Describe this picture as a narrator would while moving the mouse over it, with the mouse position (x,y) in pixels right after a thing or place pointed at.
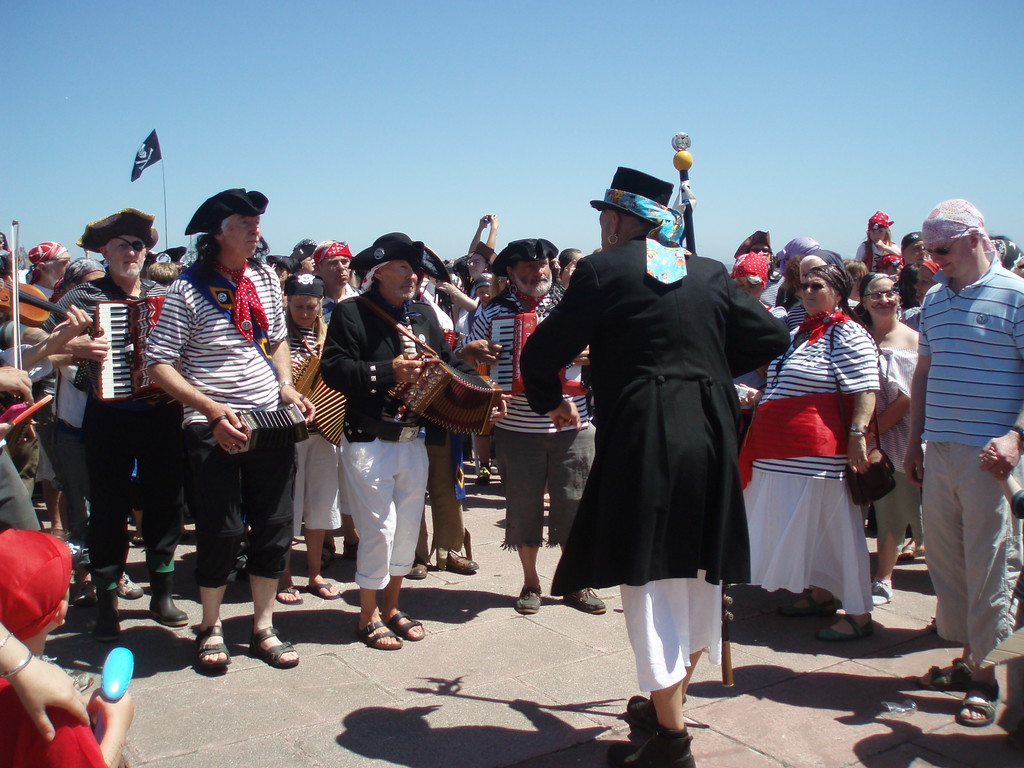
In this picture we can see a group of people (623,396) and it's a crowd (823,443) and this is a road (373,680). This is a blue sky (633,110). Here some people (577,514) are standing and some are playing some musical instruments (312,399).
